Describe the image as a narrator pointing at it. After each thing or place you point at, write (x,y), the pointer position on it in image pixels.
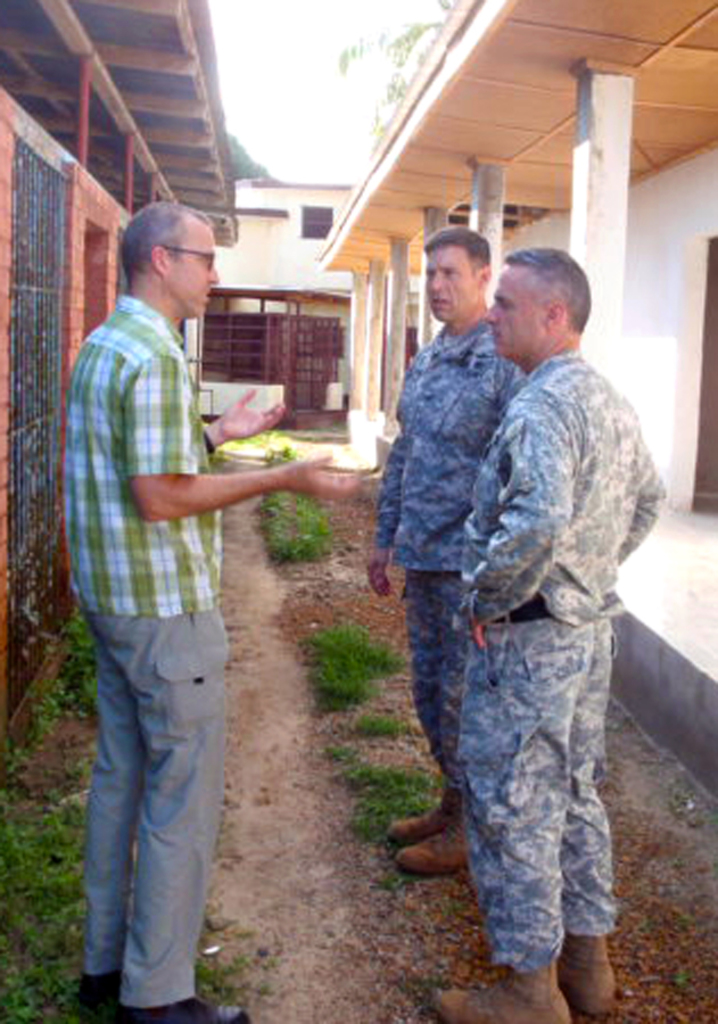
In this image I can able to see three persons (450,658) standing. And two of them are wearing same clothes (452,606). Also there are buildings (672,116), pillars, iron grilles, grass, trees (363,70) and sky (295,102).
